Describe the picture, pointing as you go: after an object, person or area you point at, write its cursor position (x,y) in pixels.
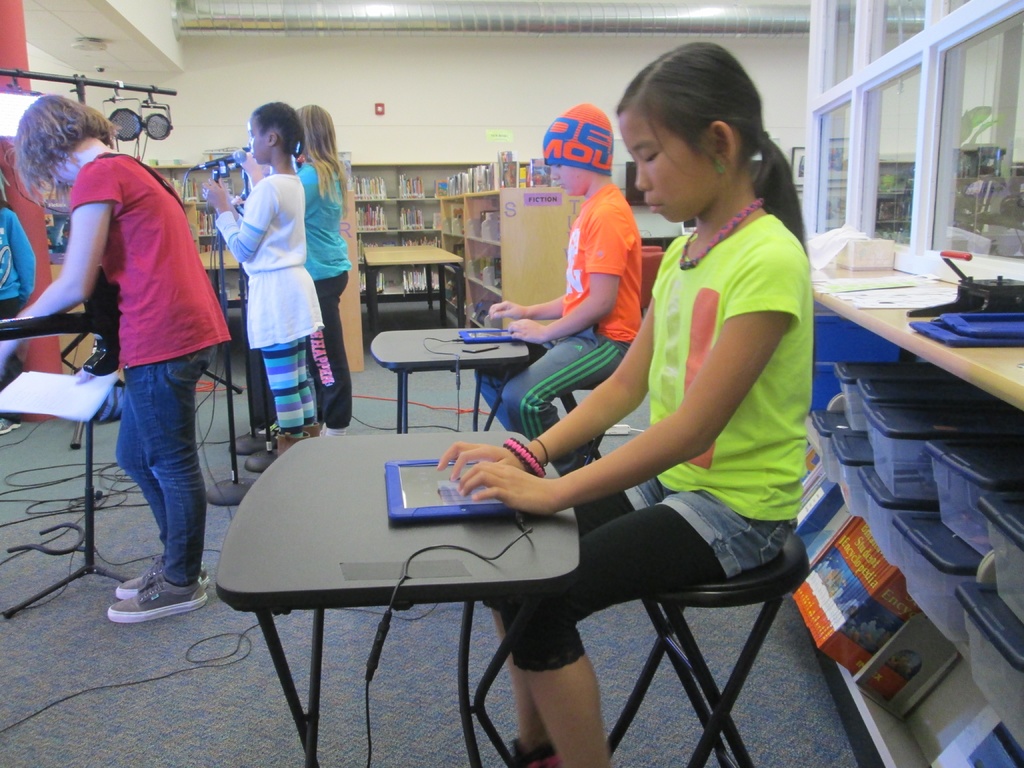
In this picture we can see inside view of the music training hall (246,695) in which in front a girl (172,246) wearing red t-shirt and jeans (160,466) standing and playing the guitar (113,316), beside a girl (281,199) wearing white top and striped leggings (286,374) is singing in the microphone (227,159), just beside her another girl (324,230) wearing blue color t-shirt (317,253) is also singing. Behind a boy (588,233) wearing orange t-shirt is sitting and using a tablet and a girl (725,472) beside him also using a tablet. Behind we can see the wooden shelves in which books (413,281) and a glass window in the wall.
